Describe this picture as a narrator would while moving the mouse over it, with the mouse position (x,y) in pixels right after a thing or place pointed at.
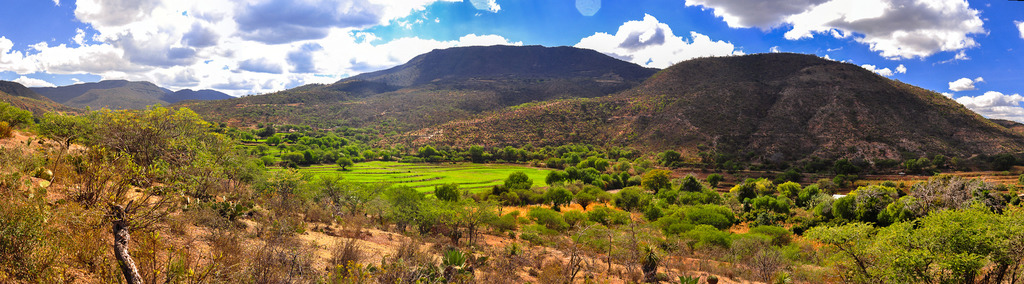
In this image there is the sky (451,31) towards the top of the image (553,36), there are clouds (483,35) in the sky (445,38), there are mountains (665,114), there are trees (424,147), there are plants (158,253) towards the bottom of the image (102,254), there is grass (446,172).
